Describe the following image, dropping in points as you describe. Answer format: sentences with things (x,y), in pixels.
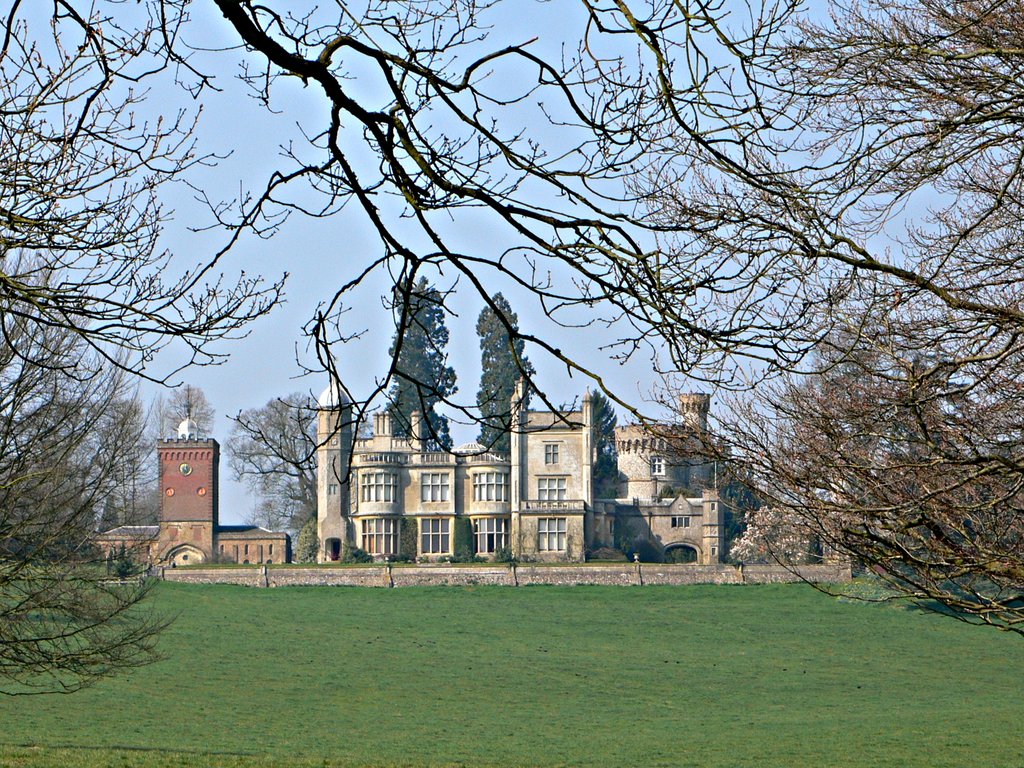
We can see trees (946,423) and grass (559,671). In the background (642,573) we can see wall (626,575), buildings (366,505), plants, trees (274,424) and sky (299,243).
